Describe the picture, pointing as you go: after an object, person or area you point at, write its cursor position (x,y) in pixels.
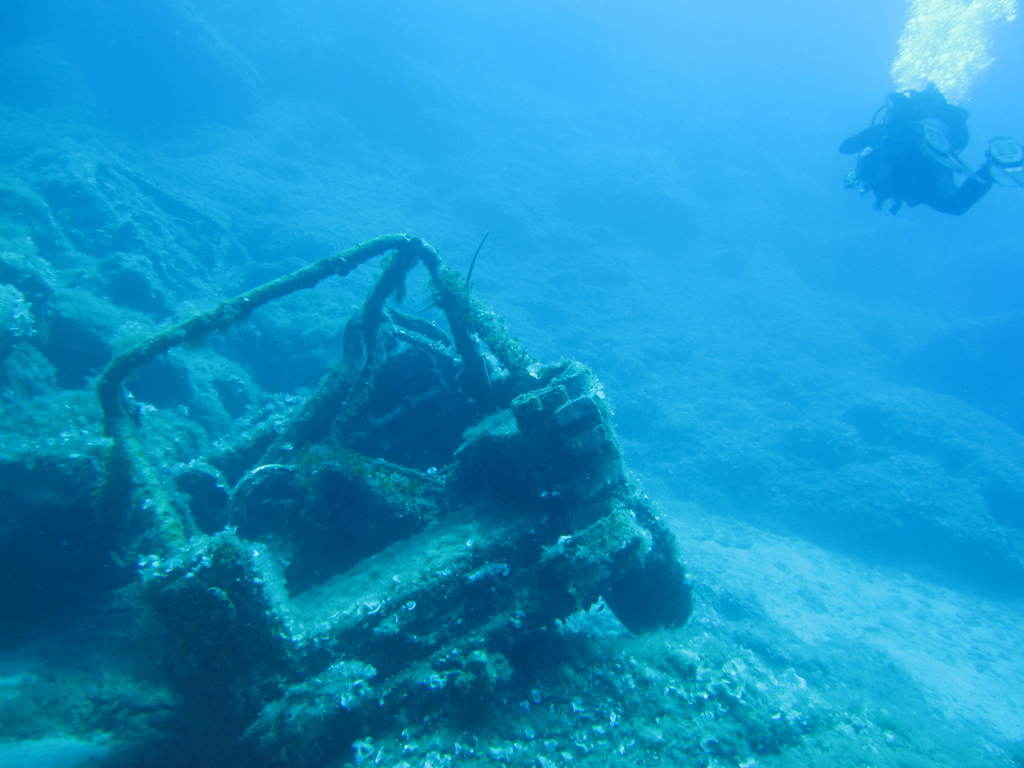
In this picture I see the inside view of water (482,96) and I see a vehicle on the left side of this image (248,413) and I see a person (904,139) on the right side of this image (920,142).
